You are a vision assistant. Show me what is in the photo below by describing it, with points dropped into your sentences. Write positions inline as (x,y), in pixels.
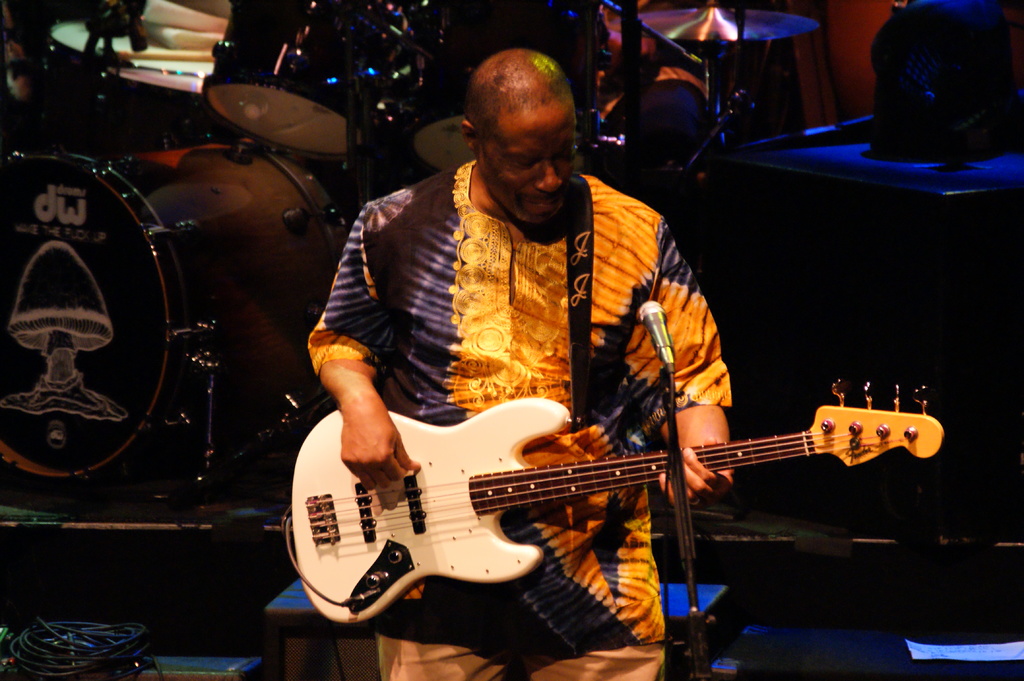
As we can see in the image there is a man (555,159) holding guitar (485,469) in his hands (362,470). Behind him there are some musical instruments (245,105).
